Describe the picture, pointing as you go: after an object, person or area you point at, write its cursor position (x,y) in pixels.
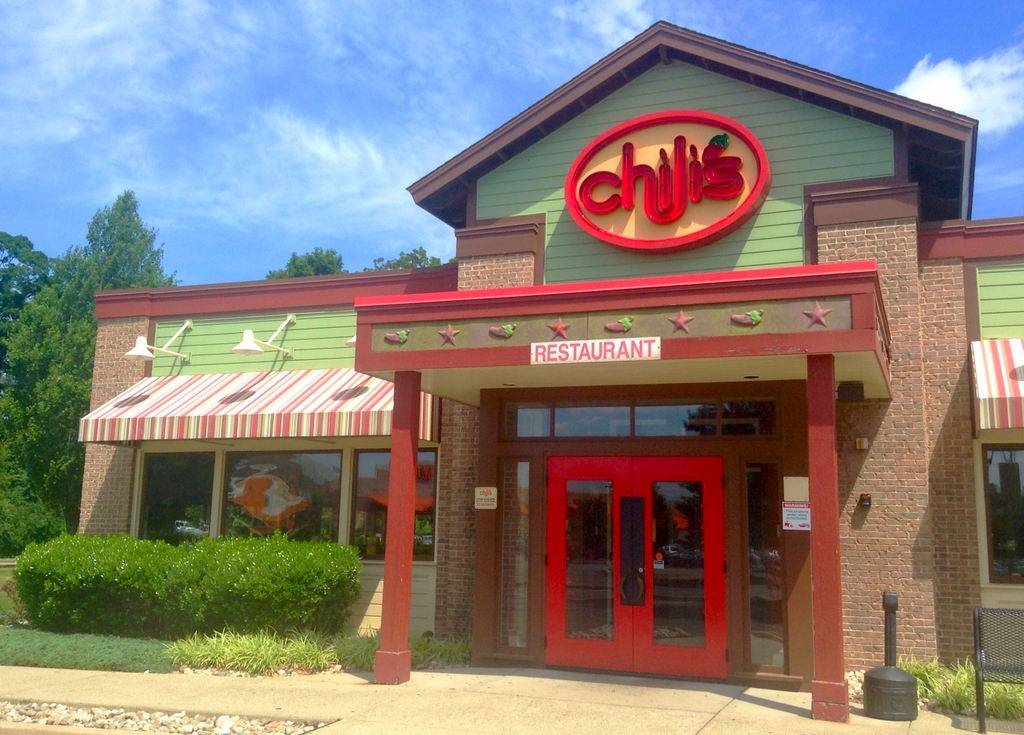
In the foreground of this image (737,598), there is a building (566,550), pavement (562,677) and few plants (372,635). In the background (304,269), there are trees (49,266), sky (328,88) and the cloud (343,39).
